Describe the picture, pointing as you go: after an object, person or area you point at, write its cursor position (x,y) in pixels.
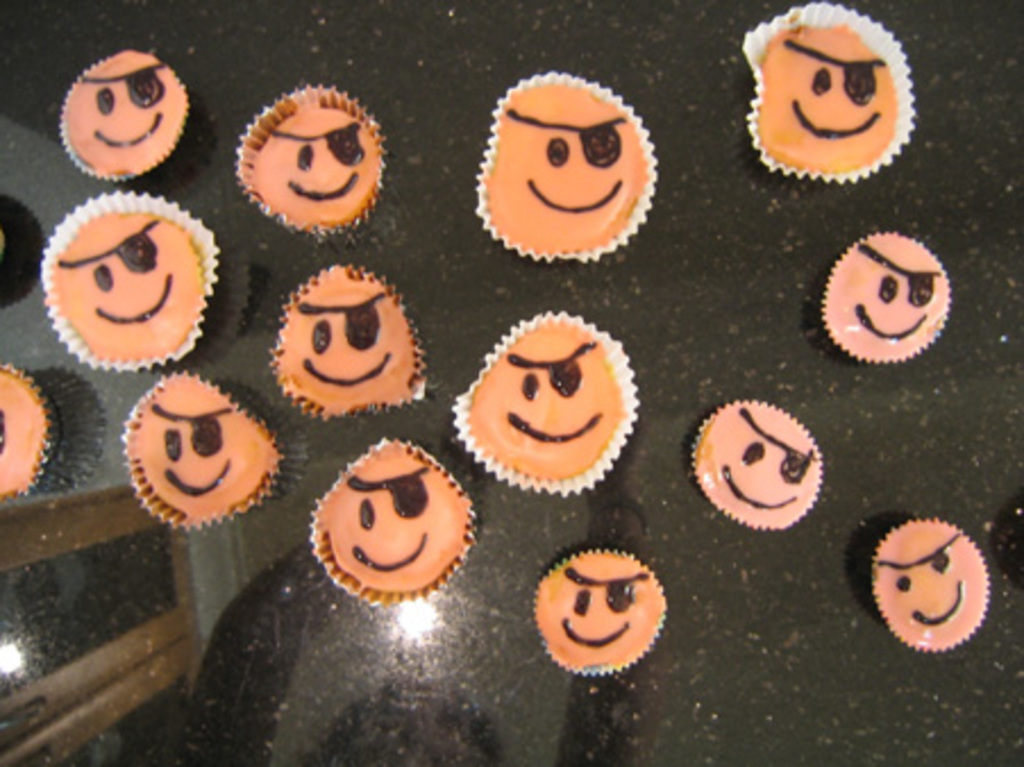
In this image we can see some cupcakes (313,277) which are placed on the surface (305,514).
